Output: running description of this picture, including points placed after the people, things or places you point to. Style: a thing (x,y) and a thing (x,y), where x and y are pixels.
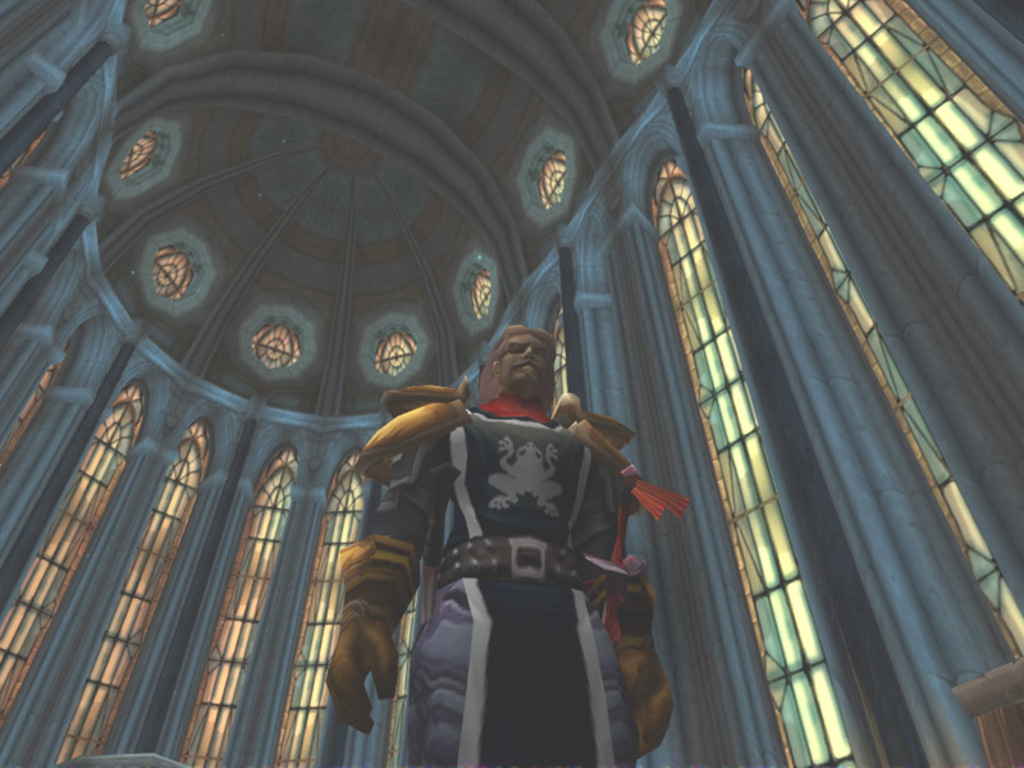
This is an animation, in this image in the center (519,420) there is one person (540,497), and in the background (738,269) there are windows (406,362), pillars (69,447), and at the top (325,200) there is ceiling (479,213).
